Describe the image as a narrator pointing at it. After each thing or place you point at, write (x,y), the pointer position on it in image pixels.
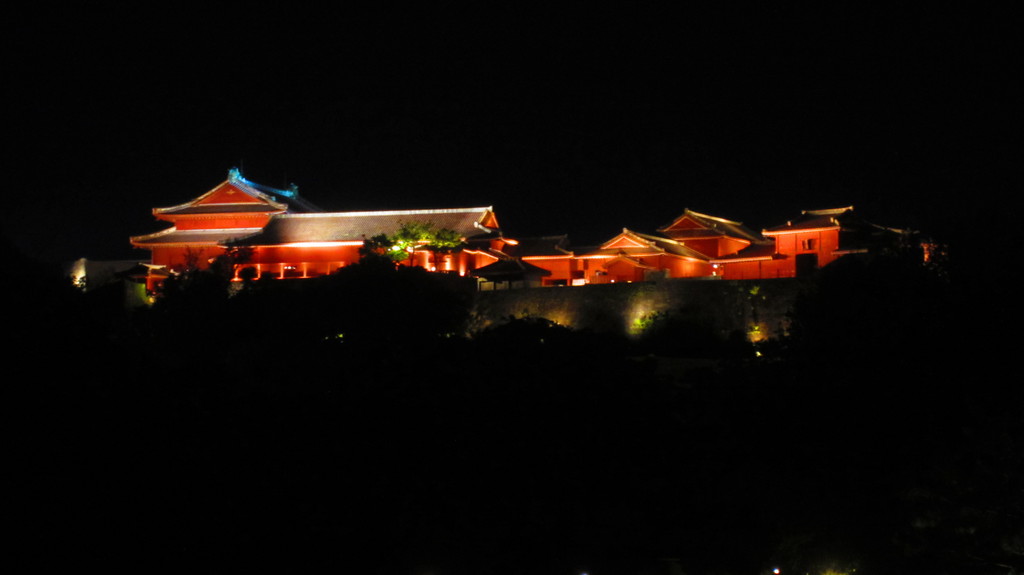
In the foreground of this dark image, in the middle (359,277), there are few buildings (165,252), lights (409,251) and trees (205,272).
